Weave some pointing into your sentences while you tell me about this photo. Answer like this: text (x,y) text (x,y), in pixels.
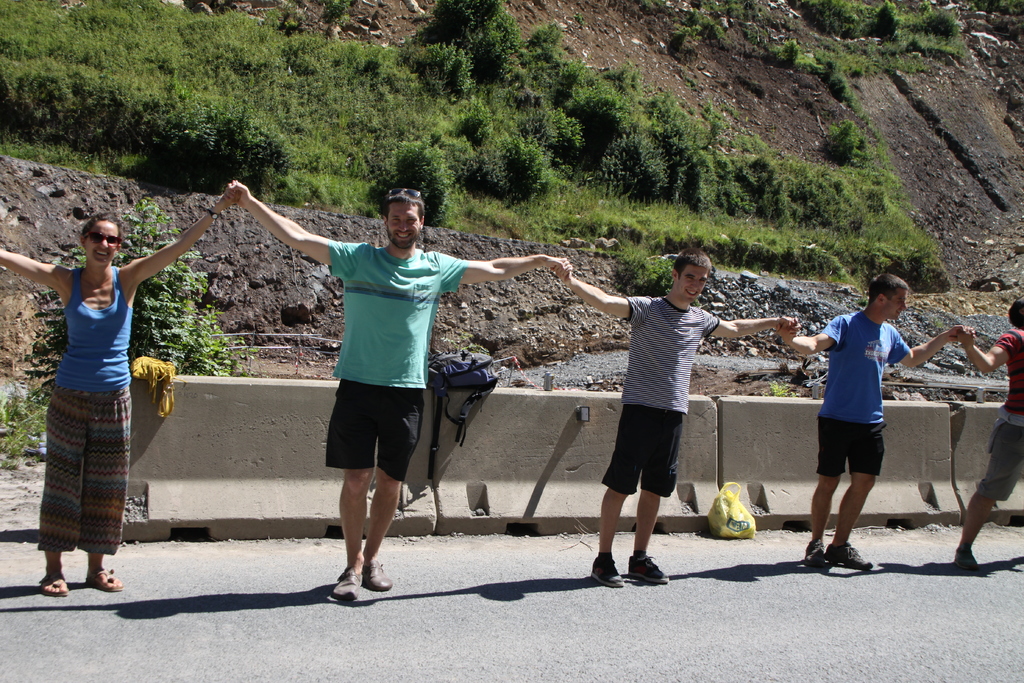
This is an outside view. Here I can see few people (85,375) holding their hands (537,259), standing on the road (324,582), smiling and giving pose for the picture. At the back of these people (348,422) there are few roadblocks (540,428) and there are few bags (440,378). At the top of the image (462,125) there are many plants (345,108) and trees (542,155) on the ground (808,95).
